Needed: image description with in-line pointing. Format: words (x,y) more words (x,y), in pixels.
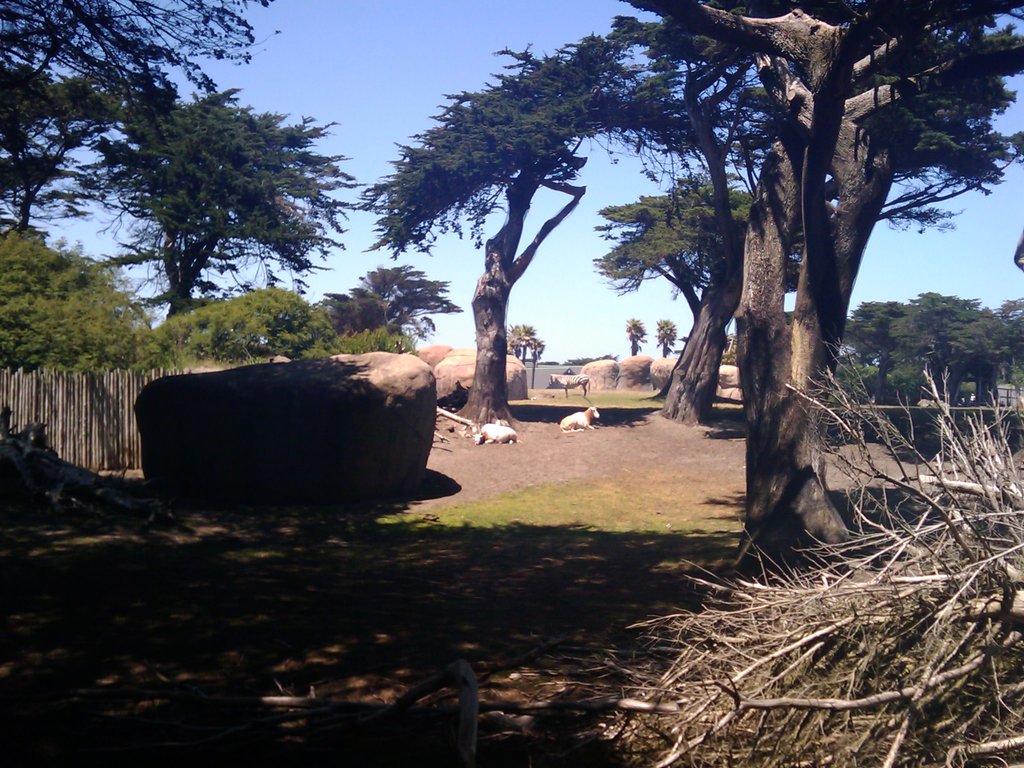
In this picture we can see few animals (510,433), rocks (347,417) and trees (185,177).
